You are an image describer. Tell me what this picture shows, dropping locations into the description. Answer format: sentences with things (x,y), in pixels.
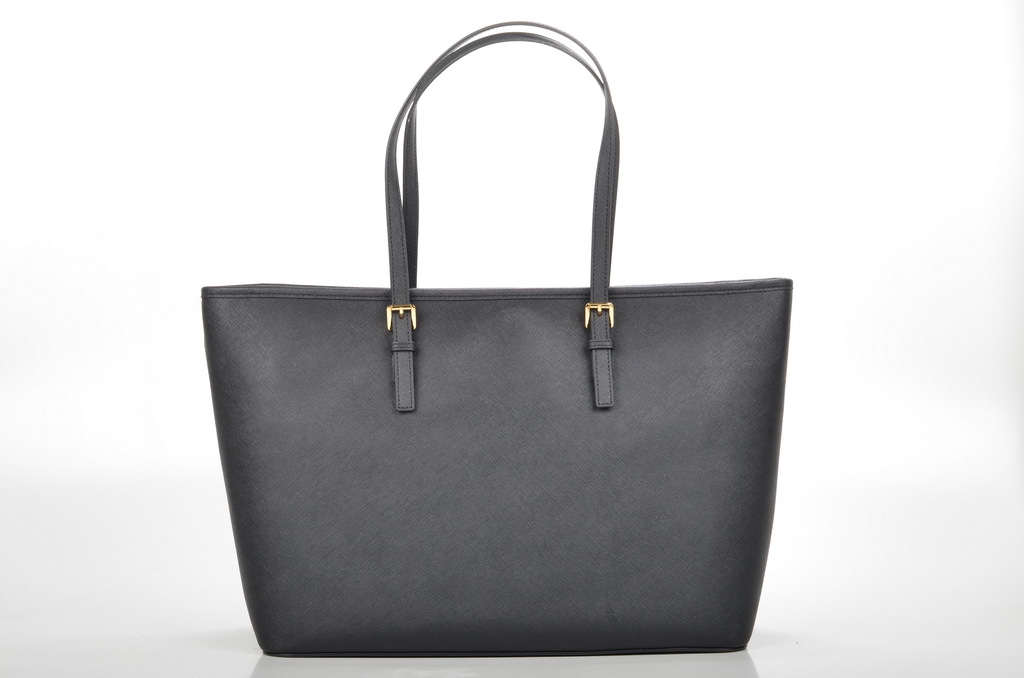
In this image grey handbag (716,554). There are buckles (599,321) to the handles (603,366). The background (131,289) is white.
